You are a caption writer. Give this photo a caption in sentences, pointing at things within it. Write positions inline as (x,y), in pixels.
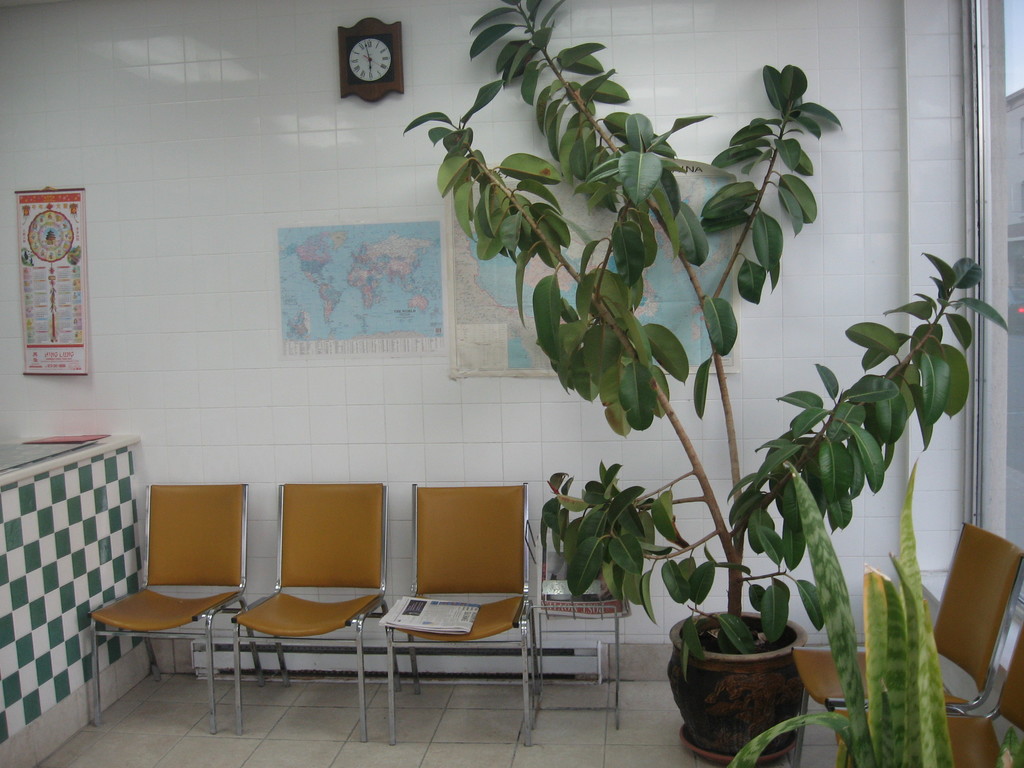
In this image there is a table (61,574) beside that there are chairs (975,606) on which we can see there is a newspaper (422,611), also there is a big plant pot (708,674) and snake plant (933,732), behind the chairs (527,486) there is a wall (130,281) on which we can see there is a wall clock (351,28), maps (327,247) and calendar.
